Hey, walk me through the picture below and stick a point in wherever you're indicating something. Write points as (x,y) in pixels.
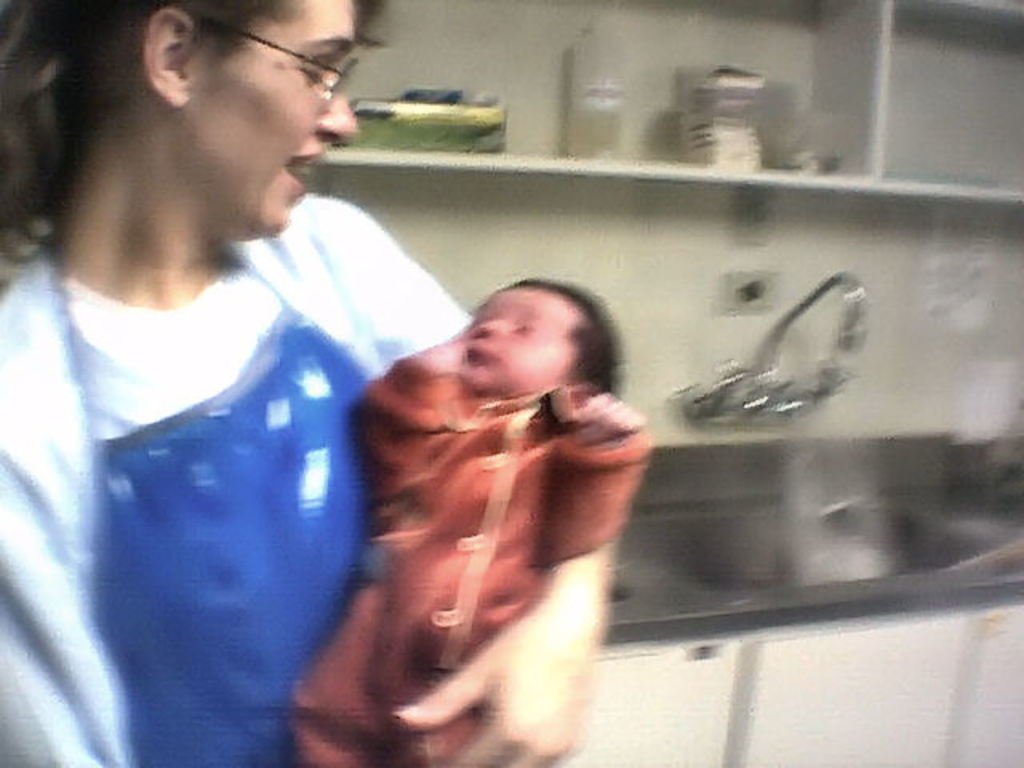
In this image we can see a person (274,417) carrying a baby (461,501), there are few objects (607,128) on the shelf (909,153) and there is a tap (741,398) to the wall (853,259) and a sink (892,531).
